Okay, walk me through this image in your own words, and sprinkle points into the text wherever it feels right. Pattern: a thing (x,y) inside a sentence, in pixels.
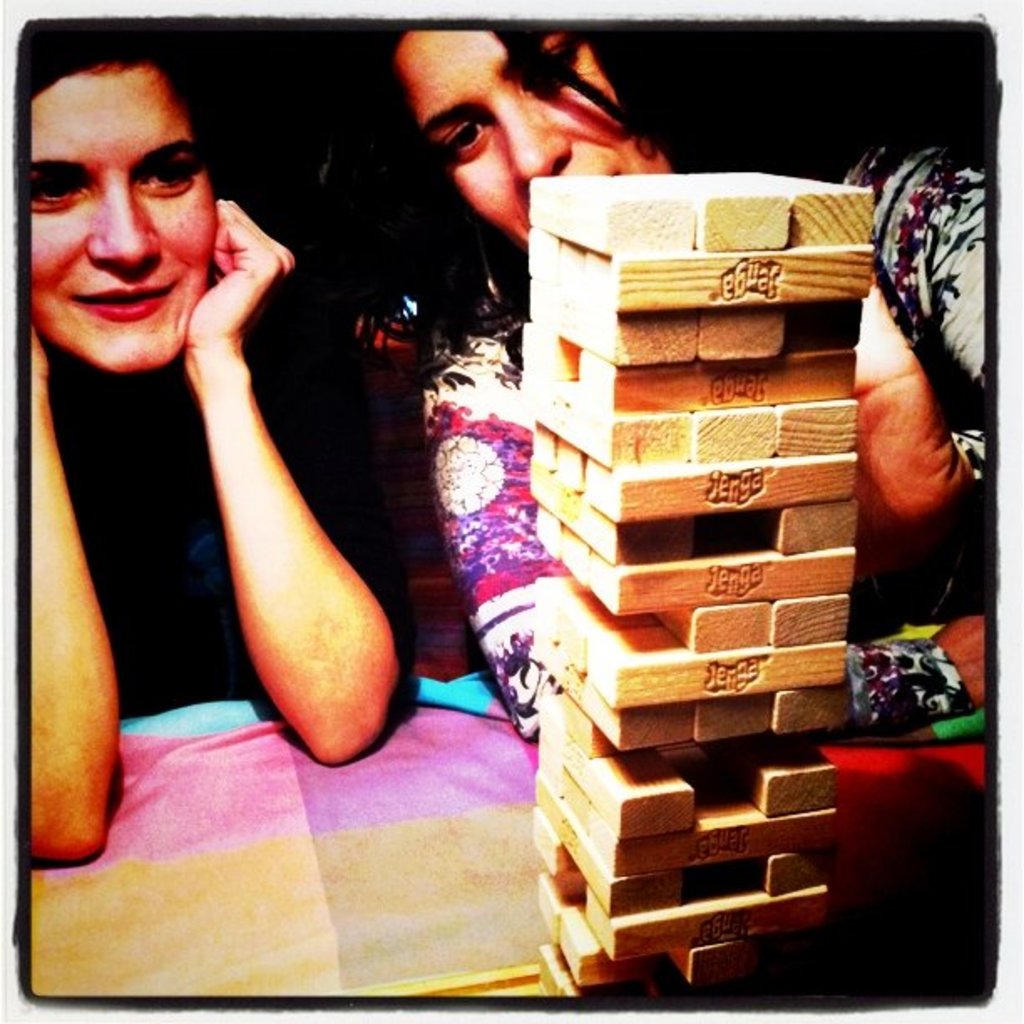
In the center of the picture (432,346) there are two woman (75,346). At the bottom (342,836) it is bed (498,827). In the foreground (673,532) there are wooden sticks (712,387).
